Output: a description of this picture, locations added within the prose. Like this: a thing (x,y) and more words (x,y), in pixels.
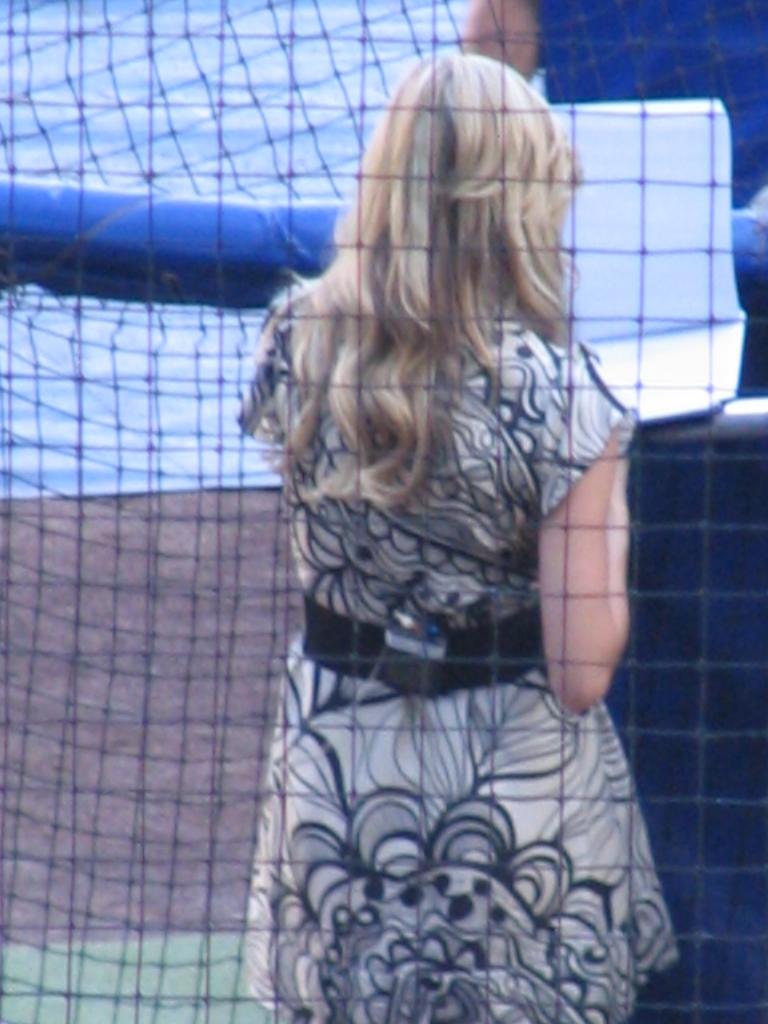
This image consists of a woman (291,934) standing. And we can see a net (113,679) in the front (213,731).
